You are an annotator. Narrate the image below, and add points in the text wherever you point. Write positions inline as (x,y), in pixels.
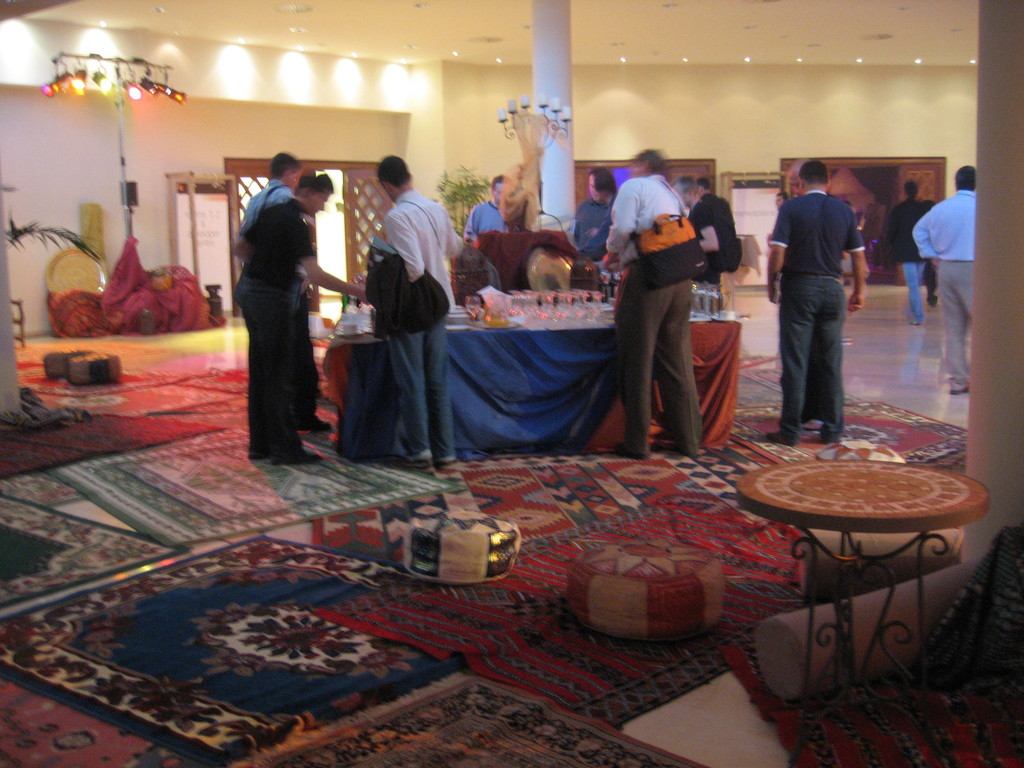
In this image I see number of people (687,181) and I see the floor (932,320) on which there are carpets (96,441) and I see a table (555,326) over here on which there are glasses (575,303) and other things (343,314) and I can also see another table (795,514) over here. In the background (56,80) I see the lights (138,92) over here which are colorful and I see plants (50,238) and I see few more lights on the ceiling (402,10) and I see the wall (323,145).
